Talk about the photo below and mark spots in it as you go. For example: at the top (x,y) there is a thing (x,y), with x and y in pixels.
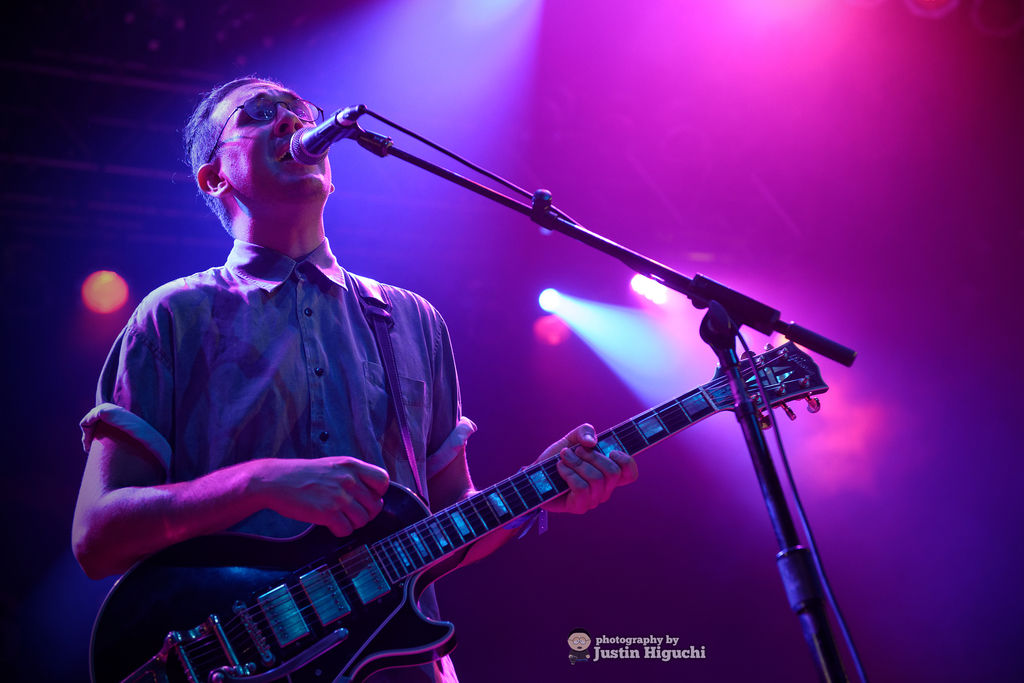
A man (285,347) with blue shirt (297,361) is standing and playing a guitar (283,600). In front of him there is a mic (312,152). He is wearing spectacles (252,116). To the left side of him there are lights (118,297).
